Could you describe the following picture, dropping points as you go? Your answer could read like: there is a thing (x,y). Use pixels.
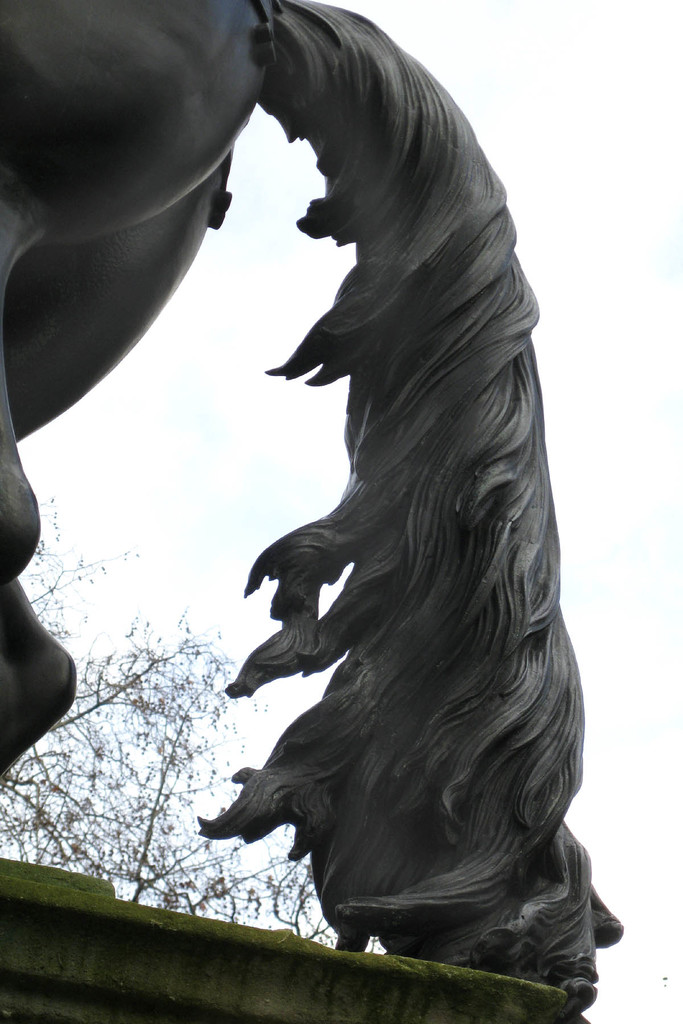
In this image we can see a sculpture (249,586) of an animal (198,208), also we can see a tree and the sky (253,489).
